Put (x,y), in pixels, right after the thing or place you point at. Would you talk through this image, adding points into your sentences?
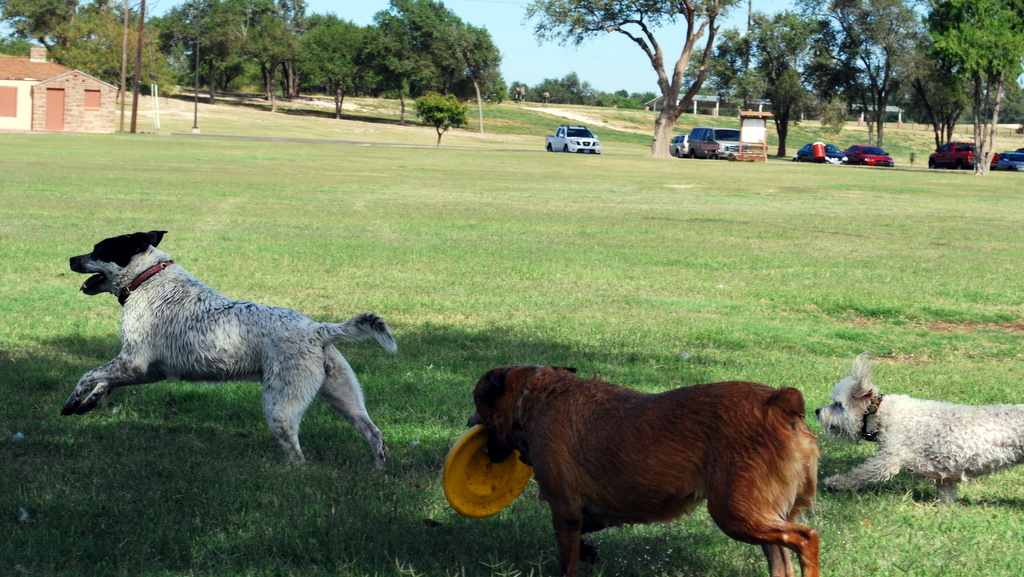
In the image there are three dogs (344,367) running on grassland (299,250), the dog (512,384) in the middle (521,375) having frisbee (515,467) in its mouth (499,443), in the back (554,144) there are few cars (578,144) on the land (606,155) and trees (357,77) all over the place and above its sky (561,54).
